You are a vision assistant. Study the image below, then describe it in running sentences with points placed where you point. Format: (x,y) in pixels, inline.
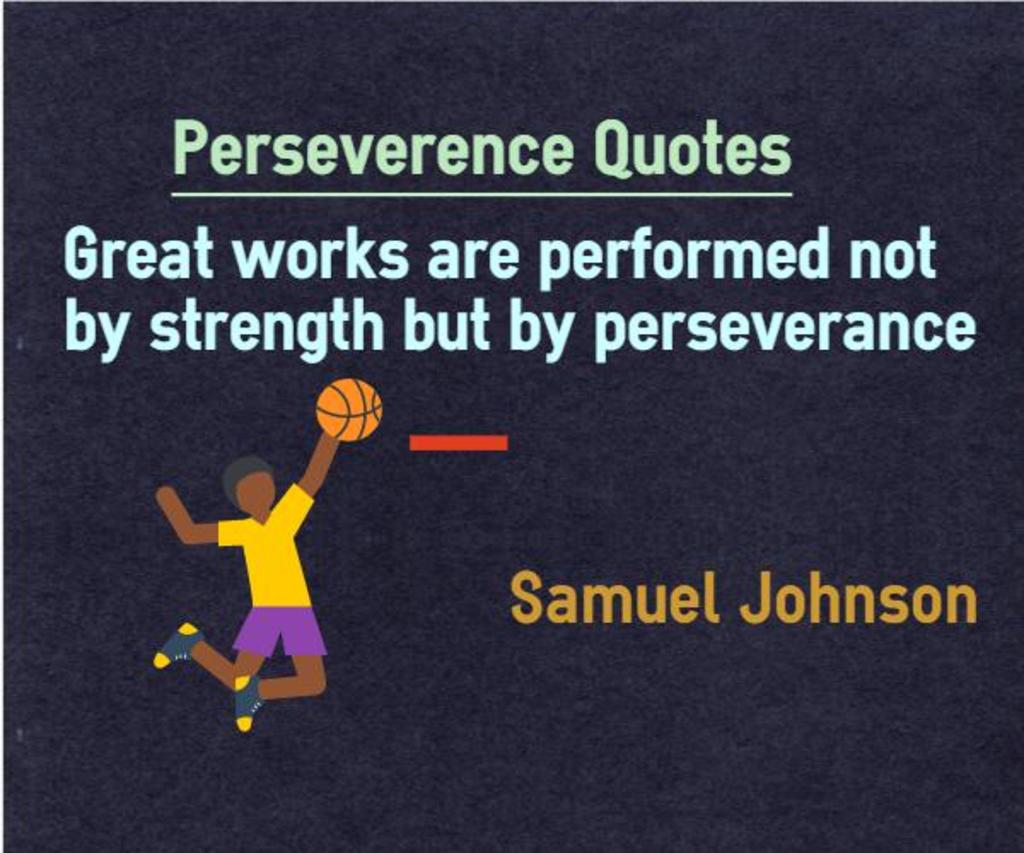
In this image we can see the picture of a person (312,648) and a ball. We can also see some text (618,263) on this image.
